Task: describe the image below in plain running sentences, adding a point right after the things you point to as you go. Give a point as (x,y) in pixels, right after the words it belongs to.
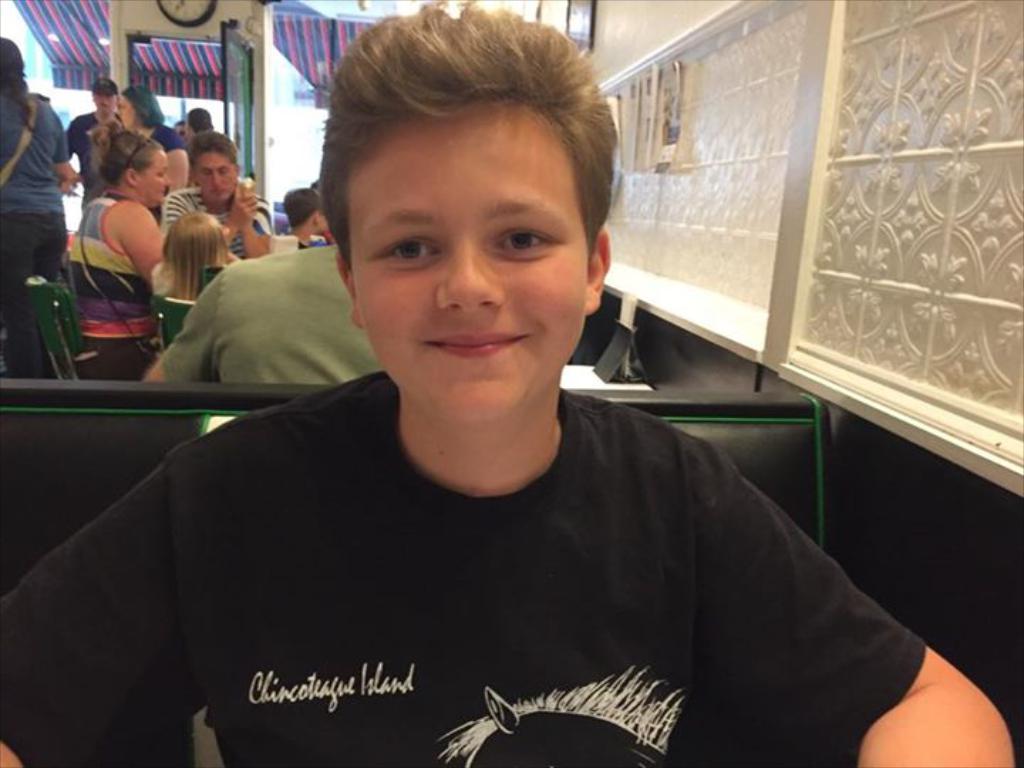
Here I can see a person (494,585) wearing a black color t-shirt (326,591), sitting and smiling. On the right side (946,391) there is a wall (861,267). In the background (174,291) many people (145,323) are sitting on the chairs (54,323) and few people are standing. At the top of the image (178,62) there are few curtains (142,50) and a clock (176,14) is attached to the wall (130,13).
